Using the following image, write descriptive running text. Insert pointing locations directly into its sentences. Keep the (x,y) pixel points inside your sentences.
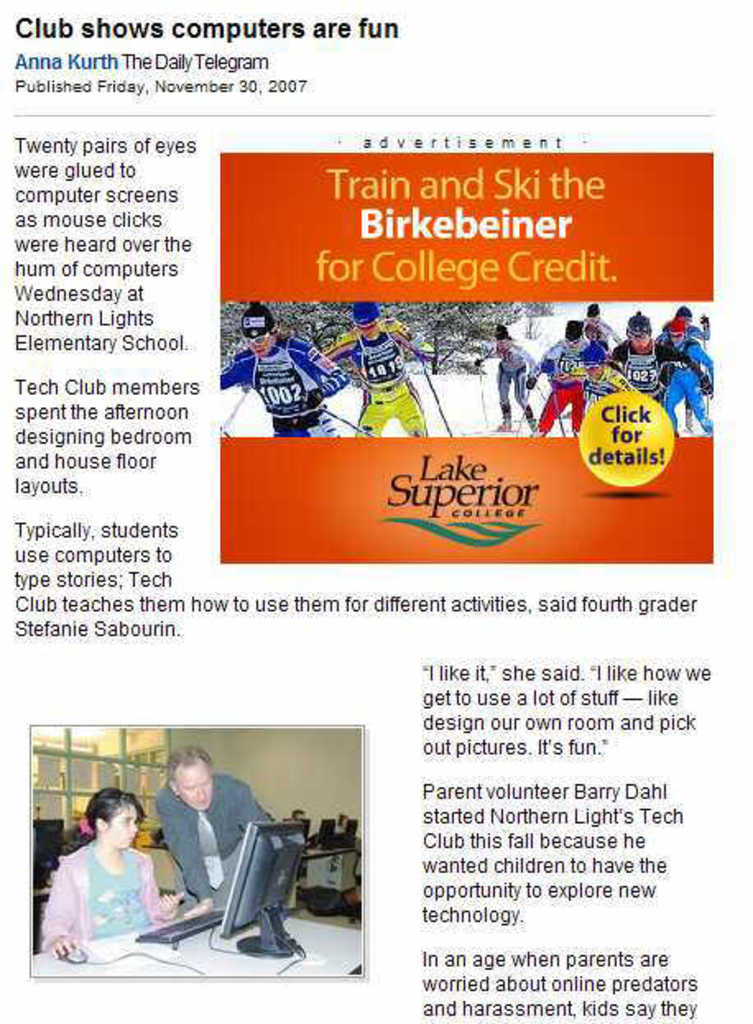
In this picture, it looks like a poster (287,766) and on the poster (177,847), there are images (213,825) of people (112,809). On the poster (119,638), it is written something.
